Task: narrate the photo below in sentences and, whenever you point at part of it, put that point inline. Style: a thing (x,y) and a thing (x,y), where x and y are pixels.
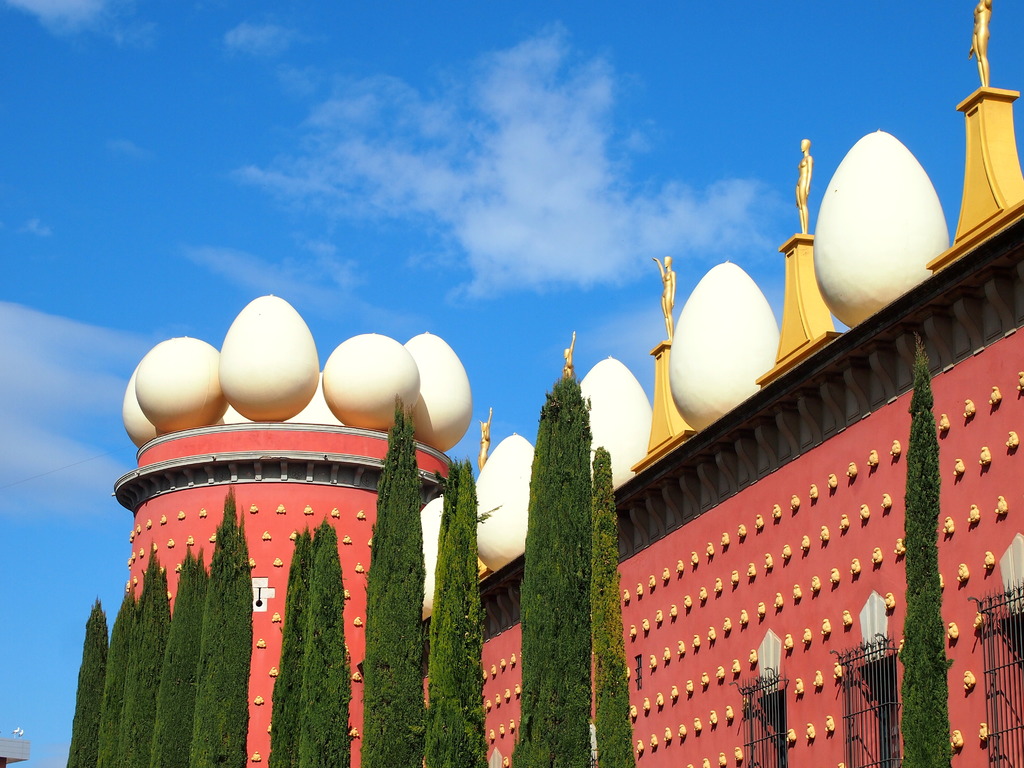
In the middle (361,452) there are trees (451,617) and this is the building (732,522), there are egg shaped structures (605,359) on it. At the top (558,160) it is the blue color sky (558,160).
